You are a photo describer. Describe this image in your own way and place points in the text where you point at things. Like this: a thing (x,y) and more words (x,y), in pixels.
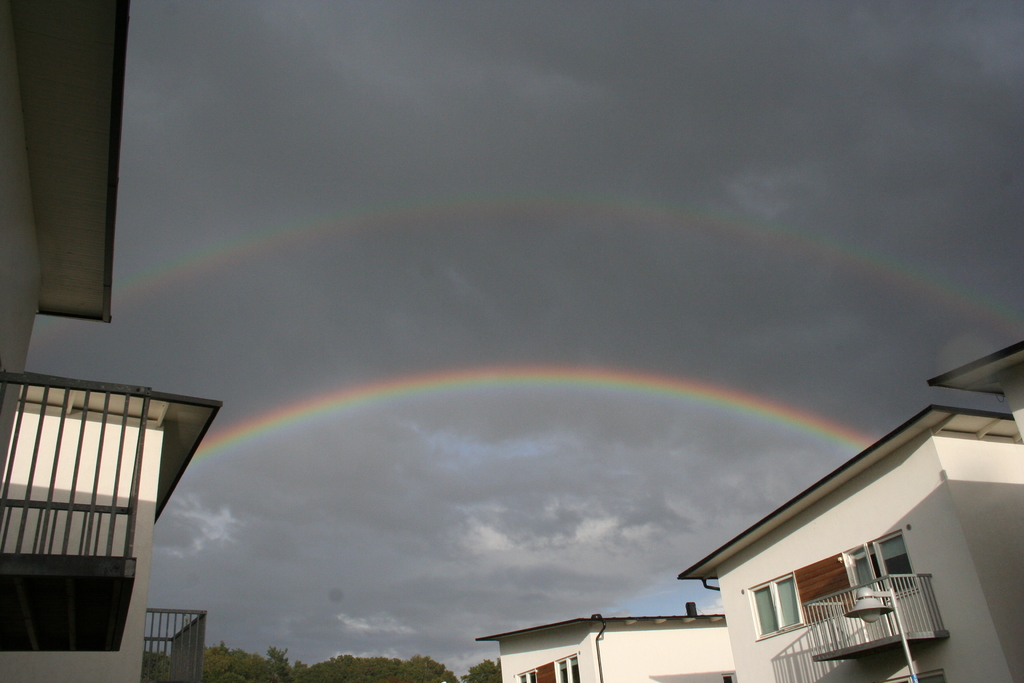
This picture is clicked outside. In the foreground (100,618) we can see the buildings (877,543), windows (863,552) and deck rails (942,618) of the buildings (1004,574) and we can see a light (886,610) attached to the pole (910,678). In the background (382,638) we can see the sky (272,548), trees (355,675) and a rainbow (834,433).
